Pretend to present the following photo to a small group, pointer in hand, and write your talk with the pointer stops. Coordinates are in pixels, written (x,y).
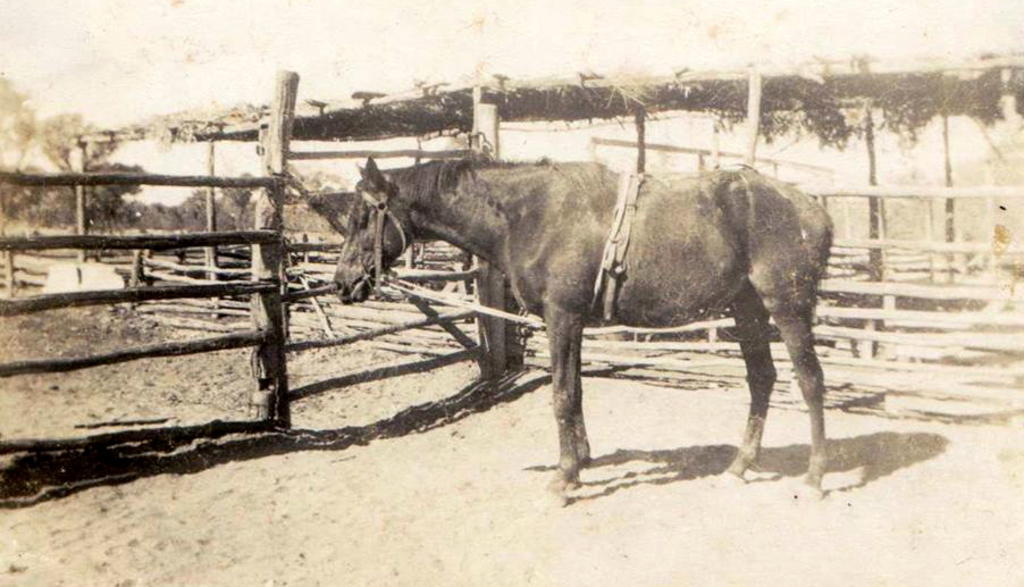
This image consists of a horse (766,336) in black color. At the bottom (284,531), there is sand (261,535). On the left (233,298), we can see a fencing (134,256) made up of wood (97,248). In the background (595,86), there is a hut (452,117).
